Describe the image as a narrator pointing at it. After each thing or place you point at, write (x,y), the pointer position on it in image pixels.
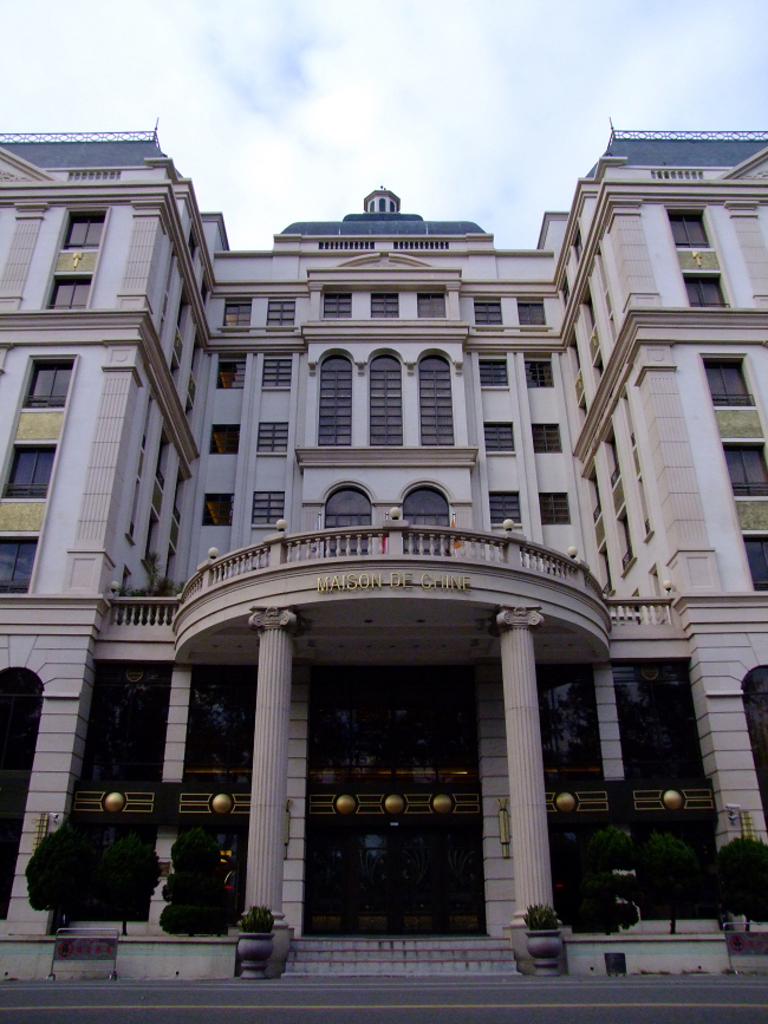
In this image we can see a building (398,507) with text (405,583), pillars (287,662) and stairs (370,971) and there are few trees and two potted plants (553,944) in front of the building (528,775) and there is a road (463,1002) near the building (545,798) and the sky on the top (466,170).
